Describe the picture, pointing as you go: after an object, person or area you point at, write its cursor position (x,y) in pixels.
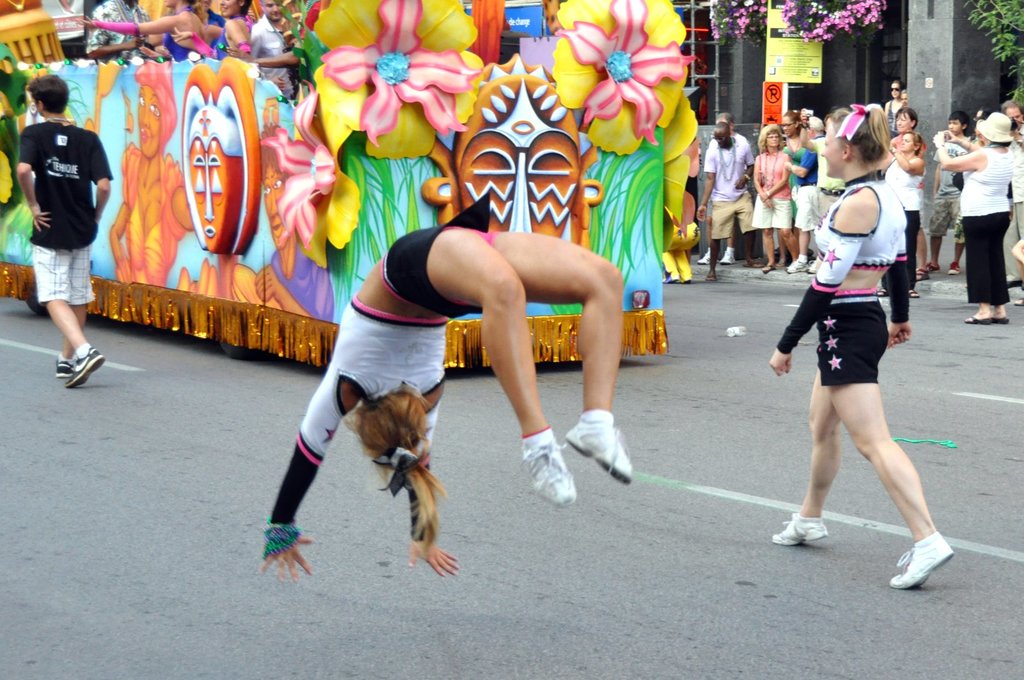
This picture is clicked outside the city. The woman (430,501) in front of the picture is performing acrobatics. On the right side (808,327), we see the woman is walking on the road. In front of her, we see a decorated vehicle (205,234) in which people (253,53) are standing. Beside that, we see the man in black T-shirt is walking on the road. On the right side (997,172), we see people (980,190) are standing on the road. We see trees (765,37) which have pink flowers (811,28). Beside that, we see boards (820,65) in yellow and red color with some text (800,71) written on it. Behind that, we see a grey color wall (908,59).
